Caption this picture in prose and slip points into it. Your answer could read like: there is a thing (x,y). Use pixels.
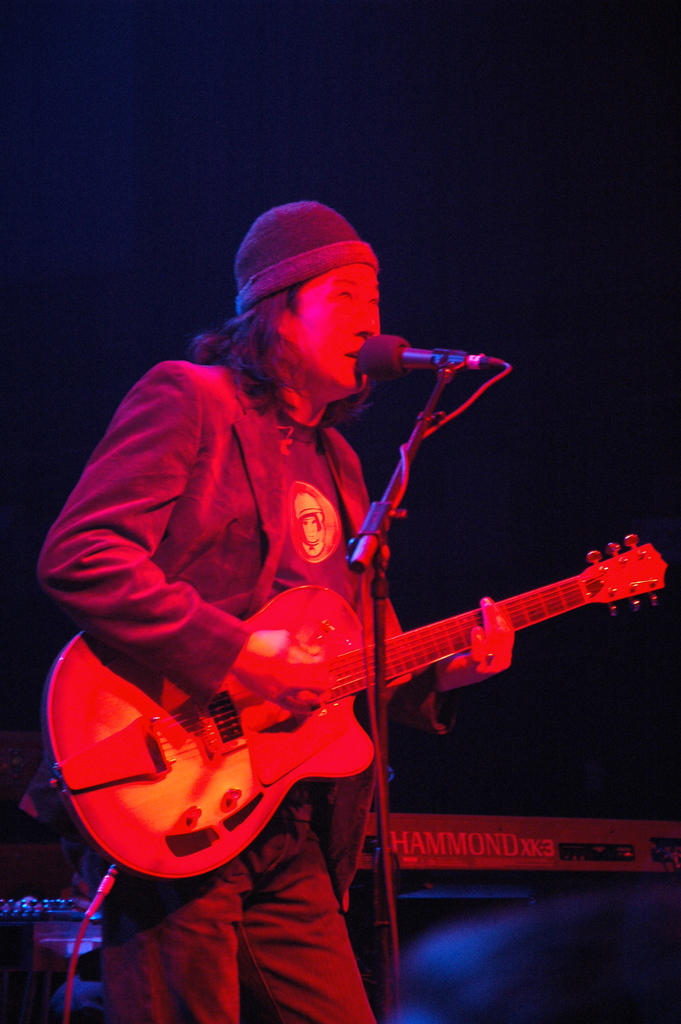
In this image I can see a man (326,436) standing and holding a guitar (286,654) in his hand (286,654). I can also see a mic (360,370) in front of him. He is also wearing a cap (249,262).
